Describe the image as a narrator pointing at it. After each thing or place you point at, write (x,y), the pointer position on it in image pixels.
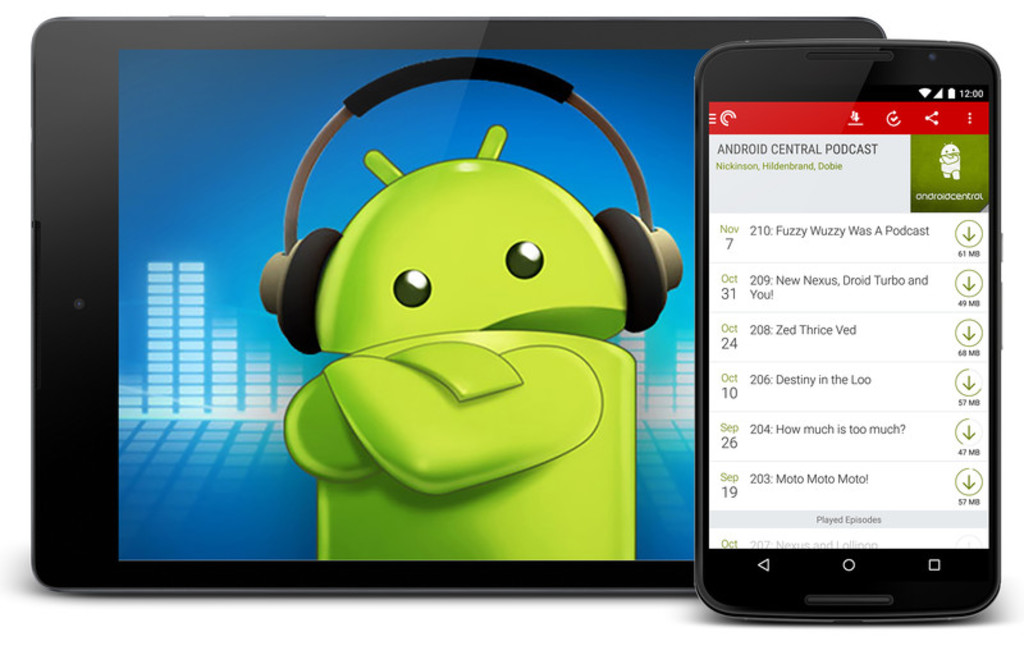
In this image I see the depiction of a tab (525,248) and a phone (817,270) and I see a cartoon character (491,282) over here which is of green in color and I see something is written on this phone (832,315) and I see the white color background (229,609).
